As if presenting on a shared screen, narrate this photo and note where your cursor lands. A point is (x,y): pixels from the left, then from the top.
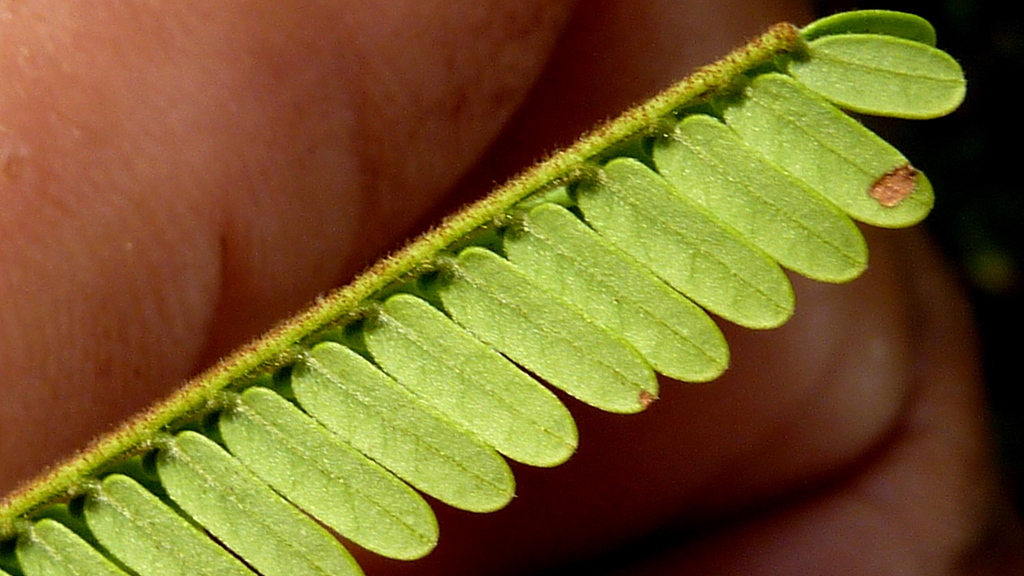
In this image we can see a stem (503,214) with some leaves (468,390).
